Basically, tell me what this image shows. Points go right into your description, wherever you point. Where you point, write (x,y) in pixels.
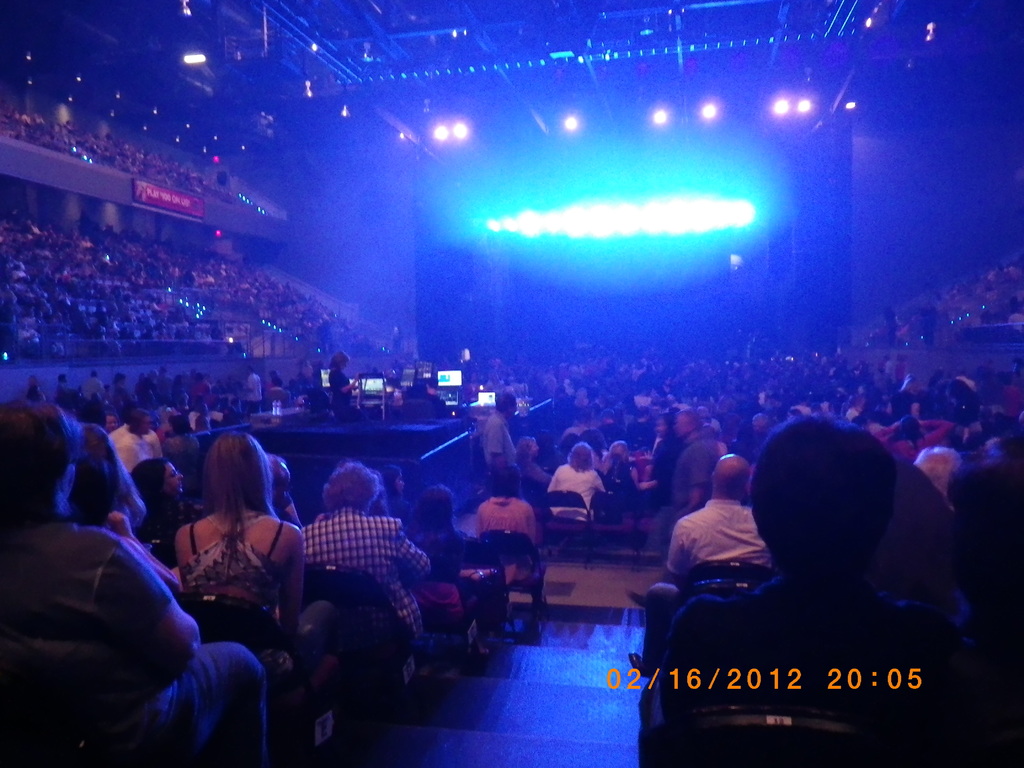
In the center of the image (491,512) we can see a group of people (385,528) are sitting on the chairs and a few people (485,432) are standing. At the bottom right side of the image (740,672), we can see some numbers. In the background (773,376) there is a wall (357,255), lights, group of people (253,282) and a few other objects (292,437).
